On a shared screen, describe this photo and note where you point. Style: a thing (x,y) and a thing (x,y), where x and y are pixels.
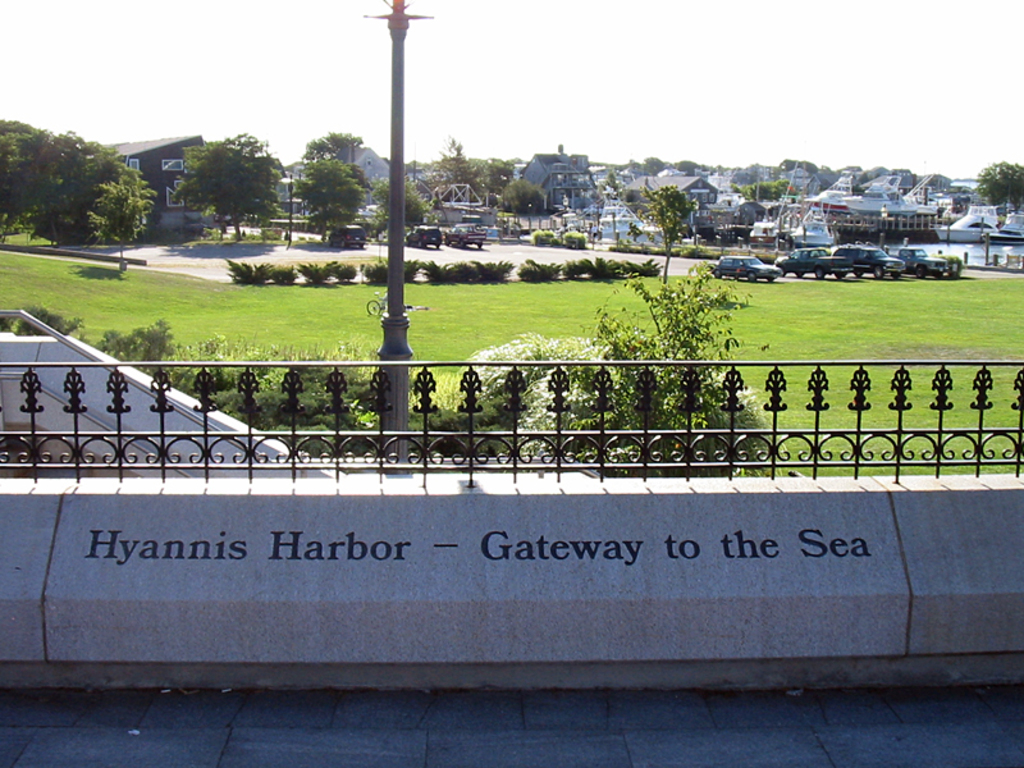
In this picture we can see the parapet wall (9,559) with the grill (359,368). Behind we can see the lamppost (400,346) and green lawn (1015,312). In the background (773,273) there are some cars (772,273) parked in the ground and some houses (416,184).
